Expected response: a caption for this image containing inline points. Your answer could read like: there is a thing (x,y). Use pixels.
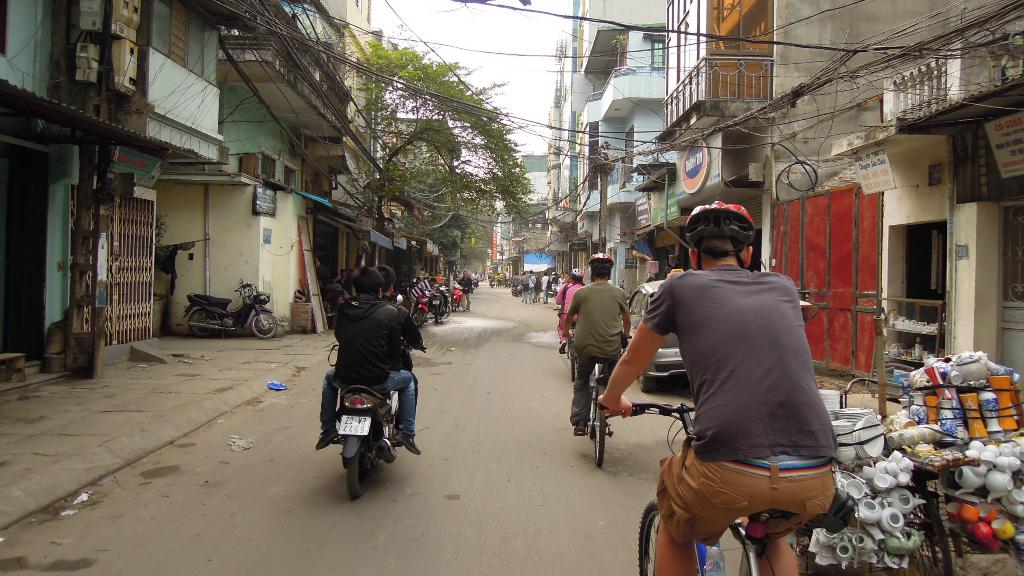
In this picture we can see some persons (668,572) on the bicycles (641,550). Here there are two persons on the bike (372,464). This is road (491,322) and these are the buildings (317,26). There is a tree (514,191) and this is sky (475,55).
